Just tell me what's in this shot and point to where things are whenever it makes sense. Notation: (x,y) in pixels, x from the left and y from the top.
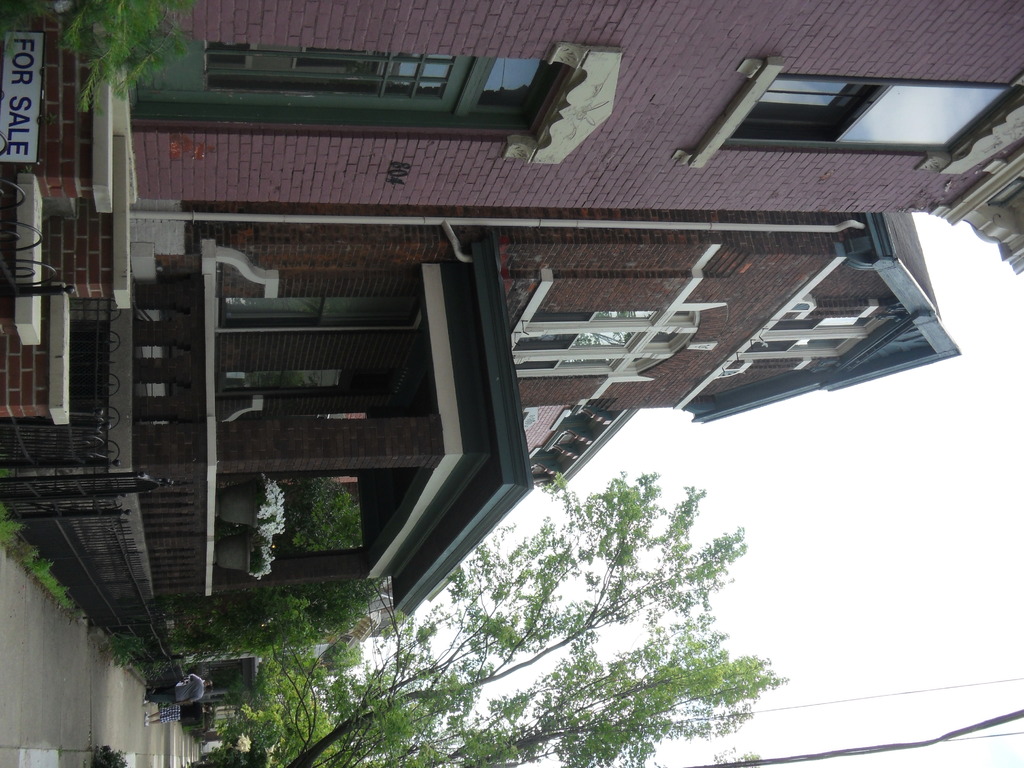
In the picture there is road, there are people (180,702) standing, there are trees (278,753), there are houses (542,372), there is a clear sky (569,485).
